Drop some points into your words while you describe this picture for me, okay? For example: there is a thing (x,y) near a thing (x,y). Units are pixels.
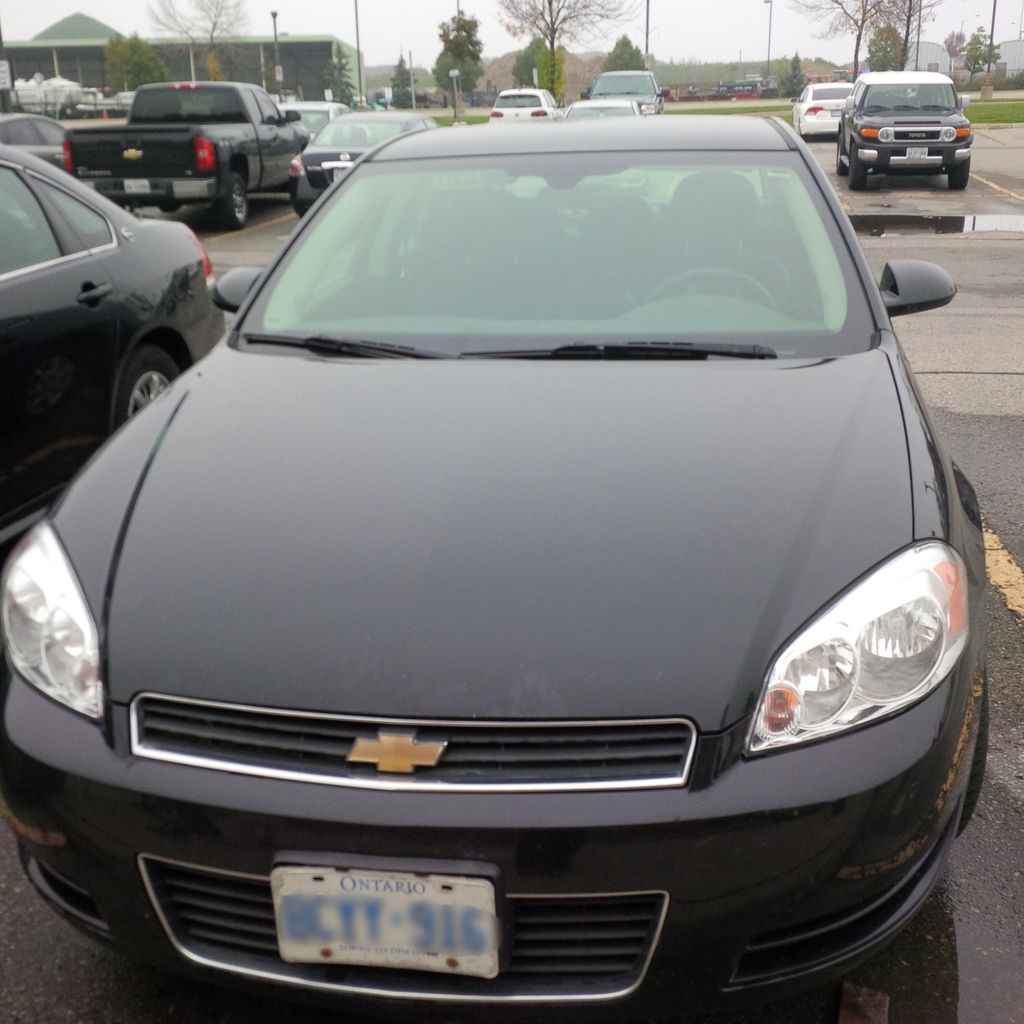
This is an outside view. Here I can see many cars (168,345) on the ground (1013,469). In the background (201,71) there trees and a house (292,44). At the top of the image (324,15) I can see the sky (315,18).
